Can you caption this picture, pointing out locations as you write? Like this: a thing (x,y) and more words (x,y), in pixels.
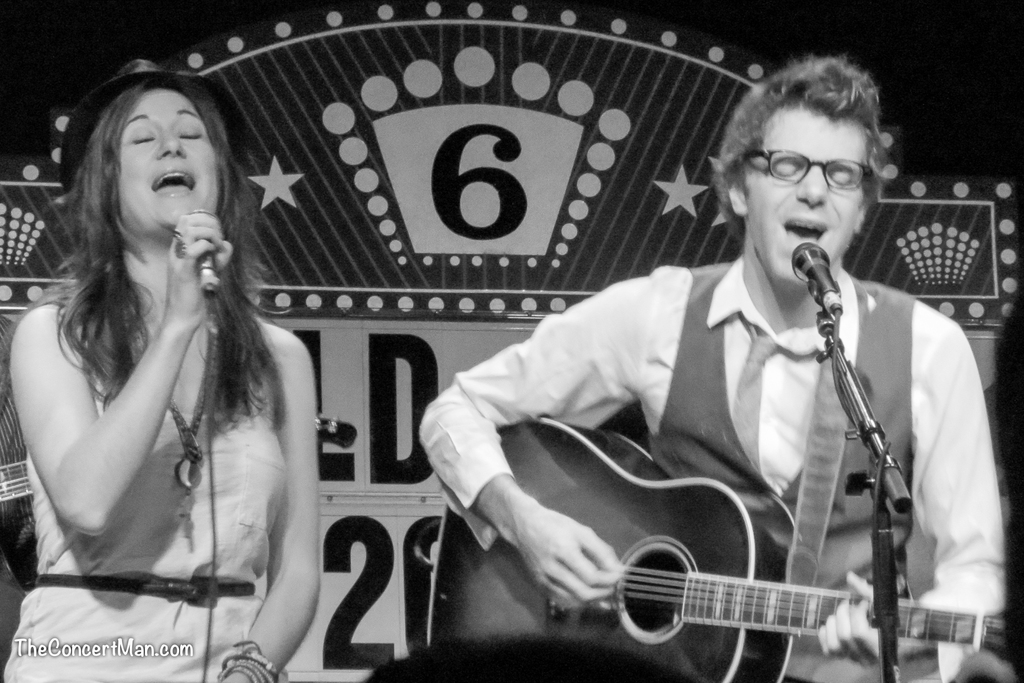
In this image I see a woman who is holding the mic (214,216) and I also see a man (848,310) who is holding the guitar (766,503) and is in front of the mic (799,273).
